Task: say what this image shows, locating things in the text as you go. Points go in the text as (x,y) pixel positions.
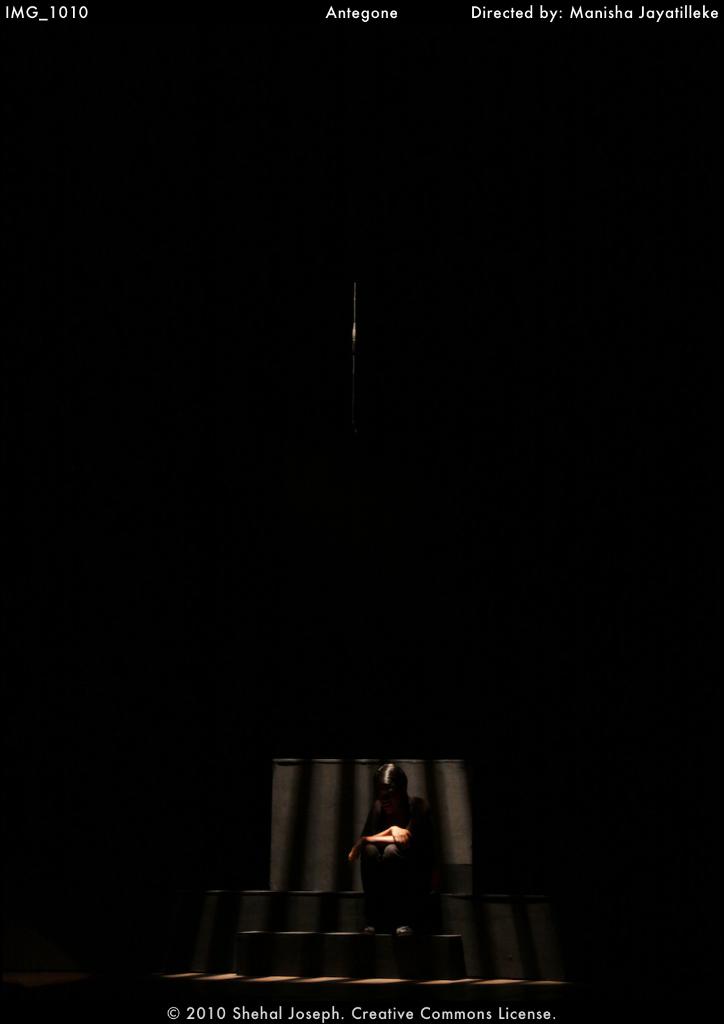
At the bottom of the picture (366,930), the person (359,855) in the black dress (397,903) is sitting on the bench (484,903) or the staircase (398,944). In the background (253,427), it is black in color.
